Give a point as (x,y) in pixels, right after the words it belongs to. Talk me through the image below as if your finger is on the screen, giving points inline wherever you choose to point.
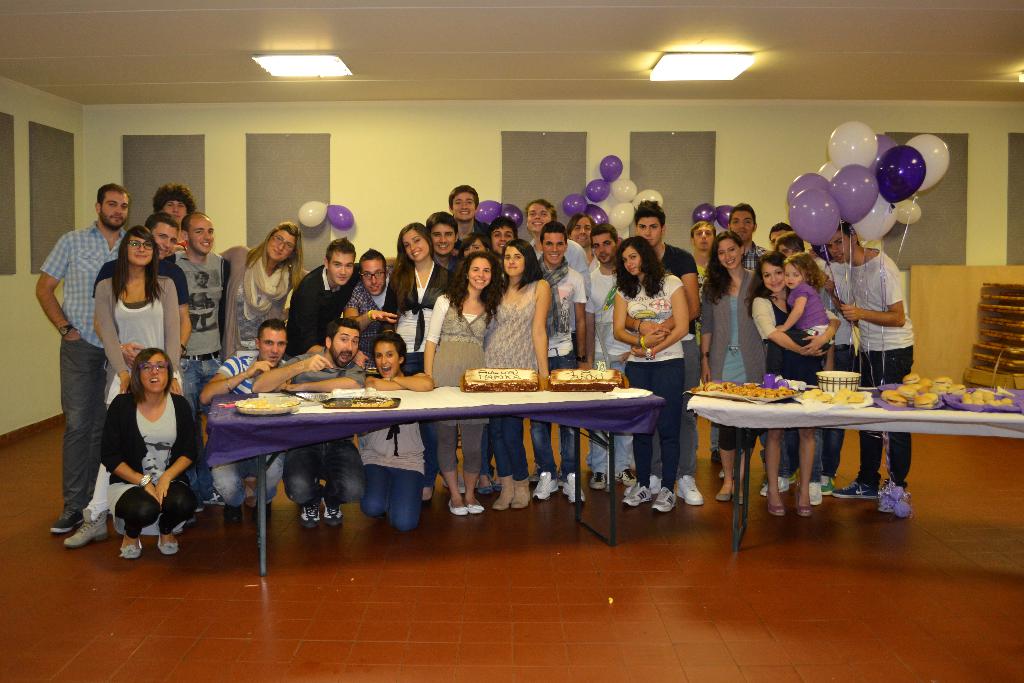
In this image i can see group of people (375,252) standing, few of them (846,254) are holding balloons (892,201) in their hands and few of them (380,374) are kneeling down. In the background (363,214) i can see a wall (383,140), a ceiling (417,53) and lights (274,73).
